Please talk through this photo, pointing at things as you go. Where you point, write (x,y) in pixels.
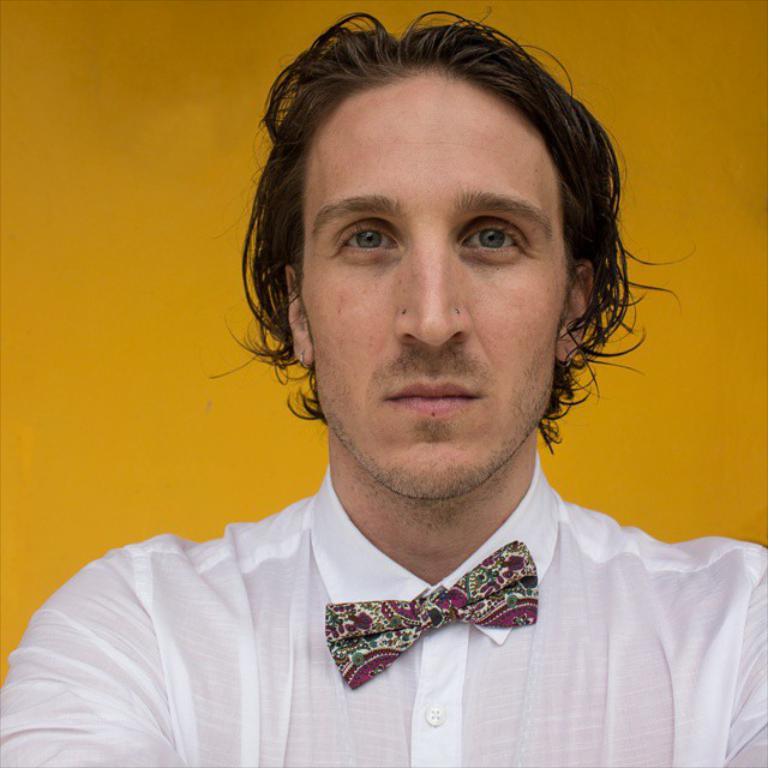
In this image I can see a person (376,445) wearing white shirt (174,630) and I can see the yellow colored background (179,400).
